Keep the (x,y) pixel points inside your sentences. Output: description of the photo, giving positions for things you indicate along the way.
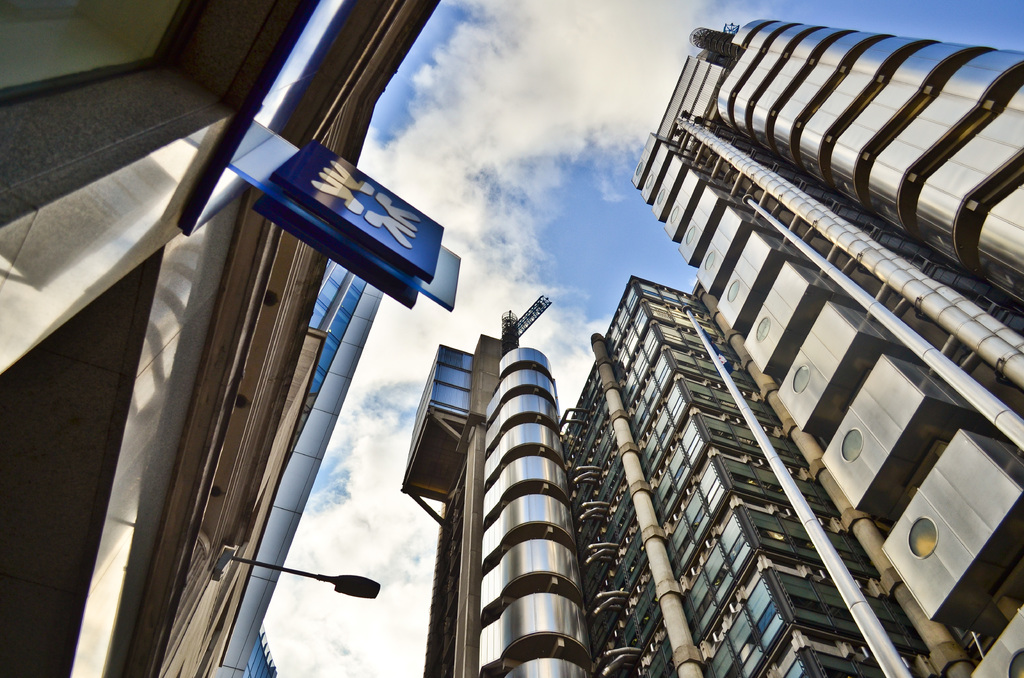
In this picture we can see few buildings (355,356), hoarding (347,180), light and clouds (504,269).
